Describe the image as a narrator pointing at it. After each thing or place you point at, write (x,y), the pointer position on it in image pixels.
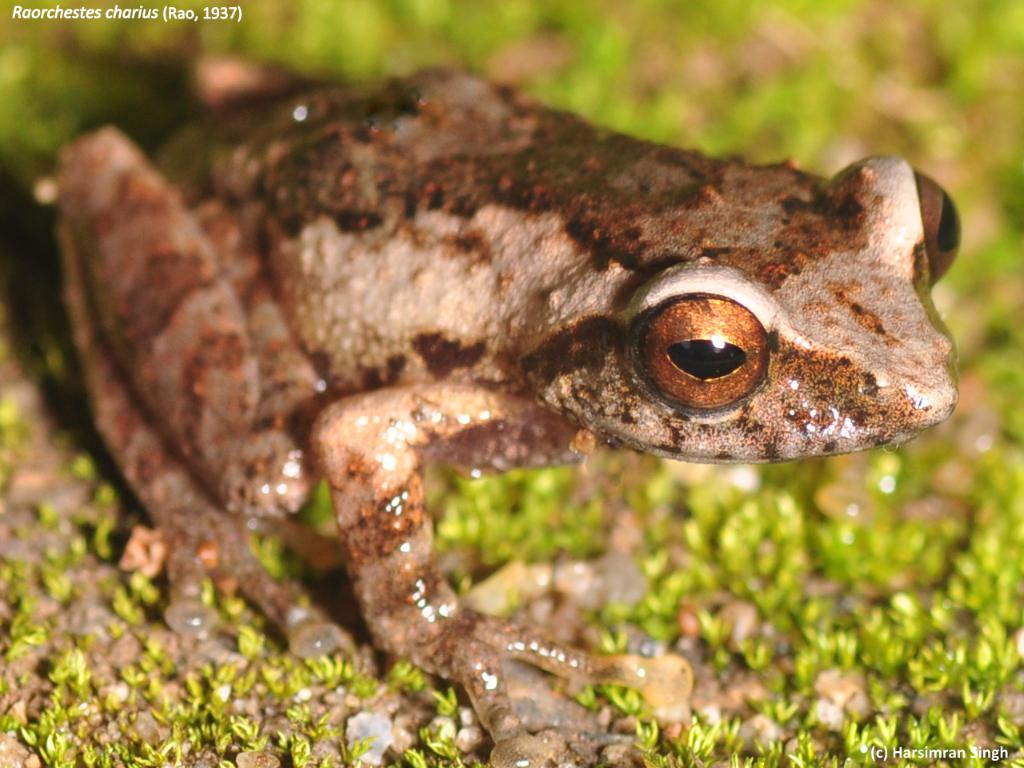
In this image I can see the ground (502,553), some grass (770,662) on the ground (781,577) and a frog (417,273) which is cream, brown and black in color.
